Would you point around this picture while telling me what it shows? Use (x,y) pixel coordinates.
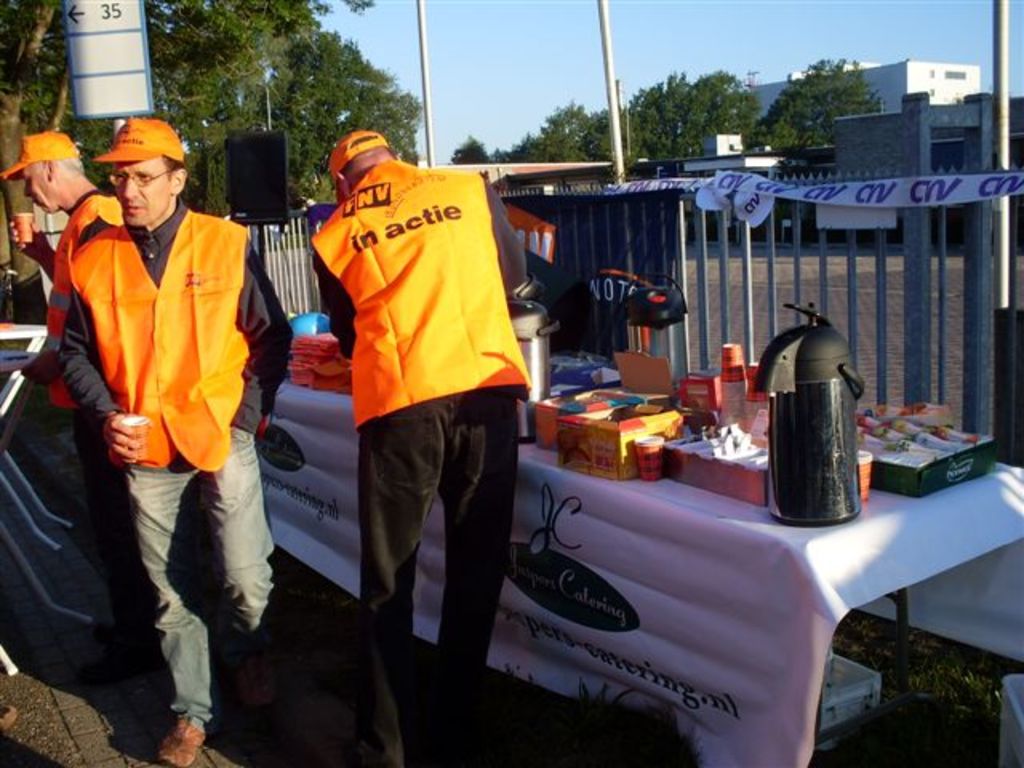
In this image I see 3 men (494,257), who are wearing the same dress (102,269) and I see a table (1010,541) and there are lot of things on it. In the background (578,150) I see the trees (396,129), poles (429,133), buildings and the sky (715,59).
